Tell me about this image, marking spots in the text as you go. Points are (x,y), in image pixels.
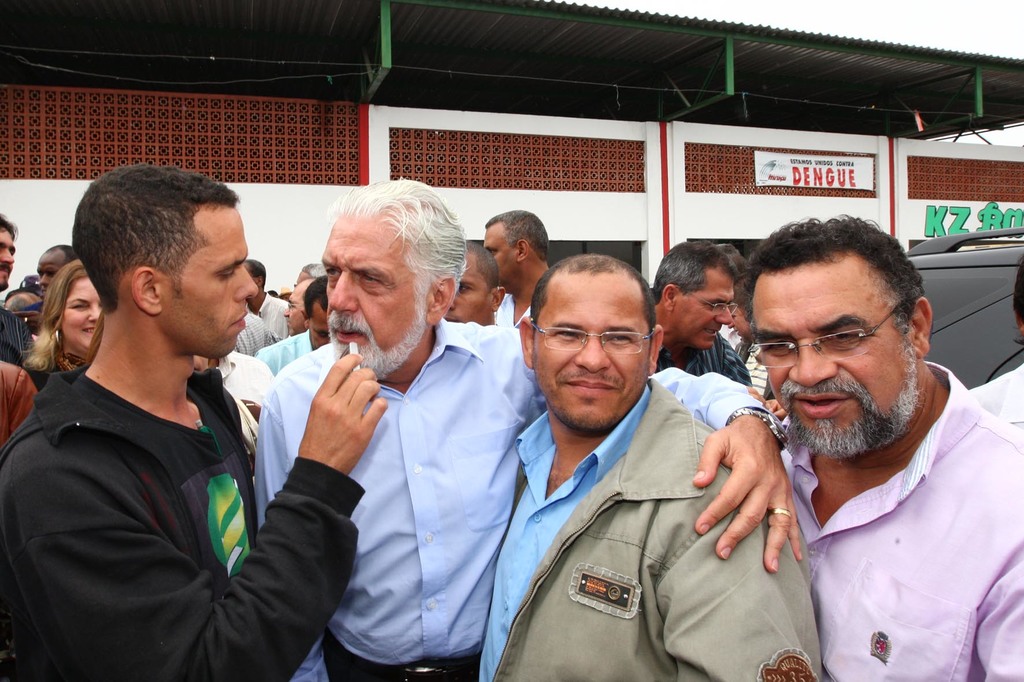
There are group of people (379,269) standing. This looks like a vehicle (962,282). This is a building (662,221). I can see a banner (827,177) hanging. I think this is an iron sheet (645,34) at the top (883,88).
